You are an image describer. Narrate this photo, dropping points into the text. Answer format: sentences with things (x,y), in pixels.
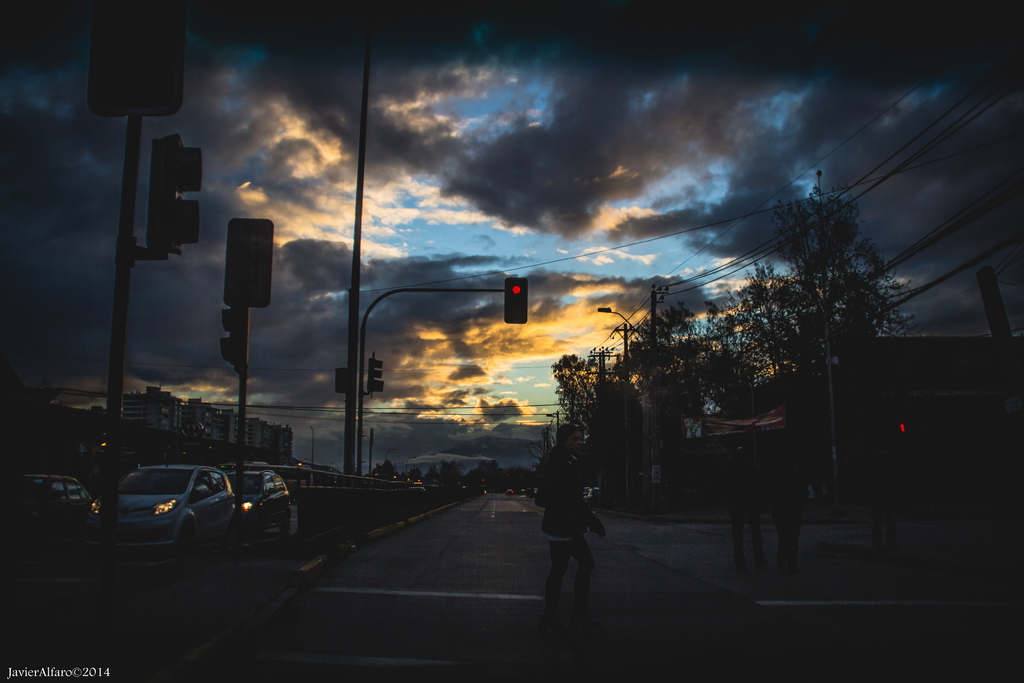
In this image I can see few vehicles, sign boards (170,72), light poles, wires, current poles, trees (647,342), traffic signals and few buildings (267,426). The sky (627,251) is in blue and white color. The image is dark.
